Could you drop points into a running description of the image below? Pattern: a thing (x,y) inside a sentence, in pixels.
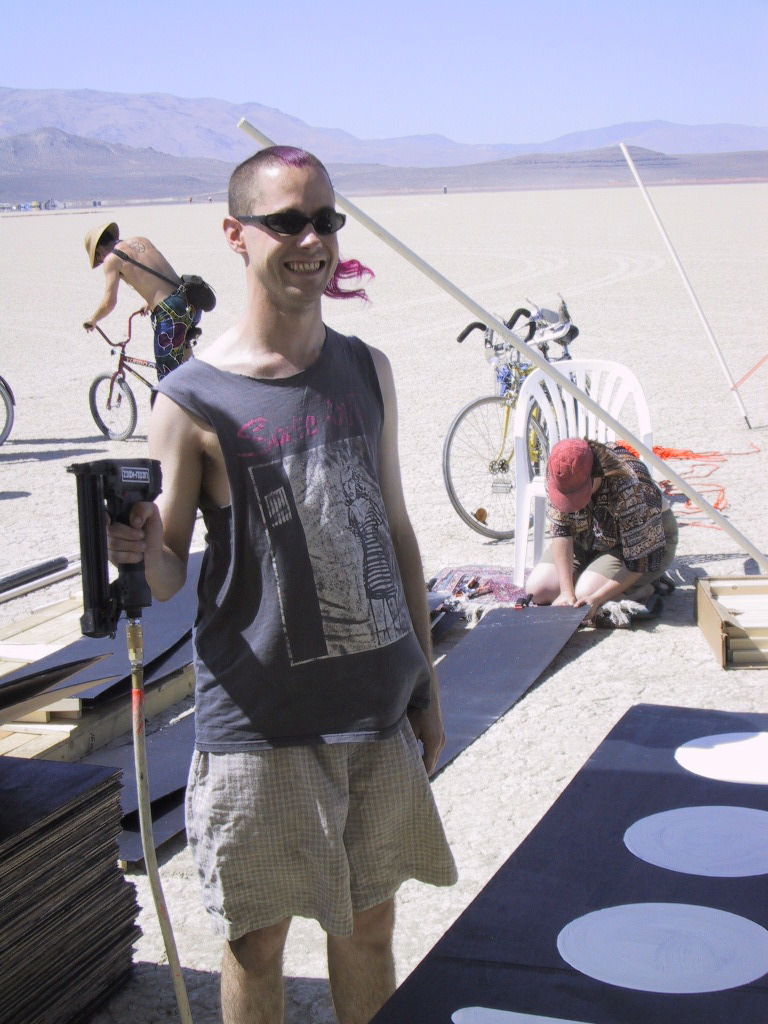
This picture is taken in a deserted place (448,334). There are three men (371,409) in the image. The man (367,497) in the front (372,497) is wearing sunglasses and is holding a machine (136,492) in his hand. He is also smiling. The other man (567,485) to the right corner (552,482) is wearing a cap (559,475) and holding a sheet (546,609). The man (162,290) to the left corner (196,340) is holding a bicycle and wearing a hat (109,229) and bag (199,287). There are sheets (484,666), chairs (531,488), bicycles (506,390) on the ground (460,354). In the background (126,150) there are mountains (155,112) and sky (205,83).
